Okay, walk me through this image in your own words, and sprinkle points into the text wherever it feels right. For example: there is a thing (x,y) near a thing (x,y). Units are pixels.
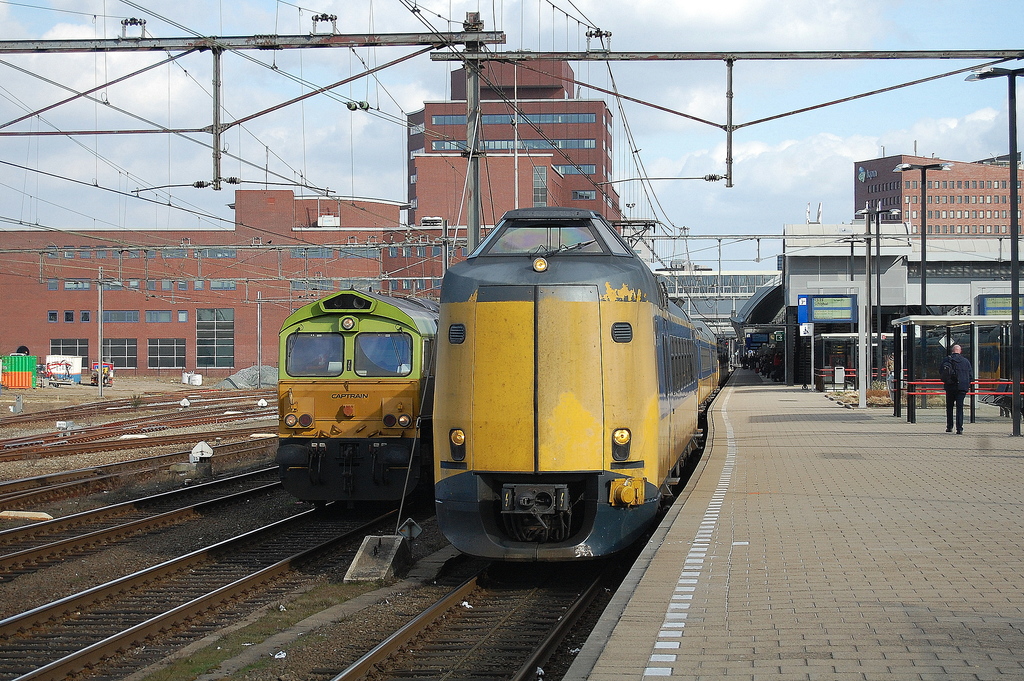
This is an outside view. In the middle of the image (417,353) there are two trains (401,446) on the railway tracks (450,609). On the right side (951,414) there is a person (958,400) walking on the platform (890,442) and also I can see few poles (879,287). In the background (586,195) there are buildings (421,210). At the top of the image (112,48) there are metal rods (260,44) and cables (443,16). In the background (701,19), I can see the sky (913,16) and clouds (738,13).
